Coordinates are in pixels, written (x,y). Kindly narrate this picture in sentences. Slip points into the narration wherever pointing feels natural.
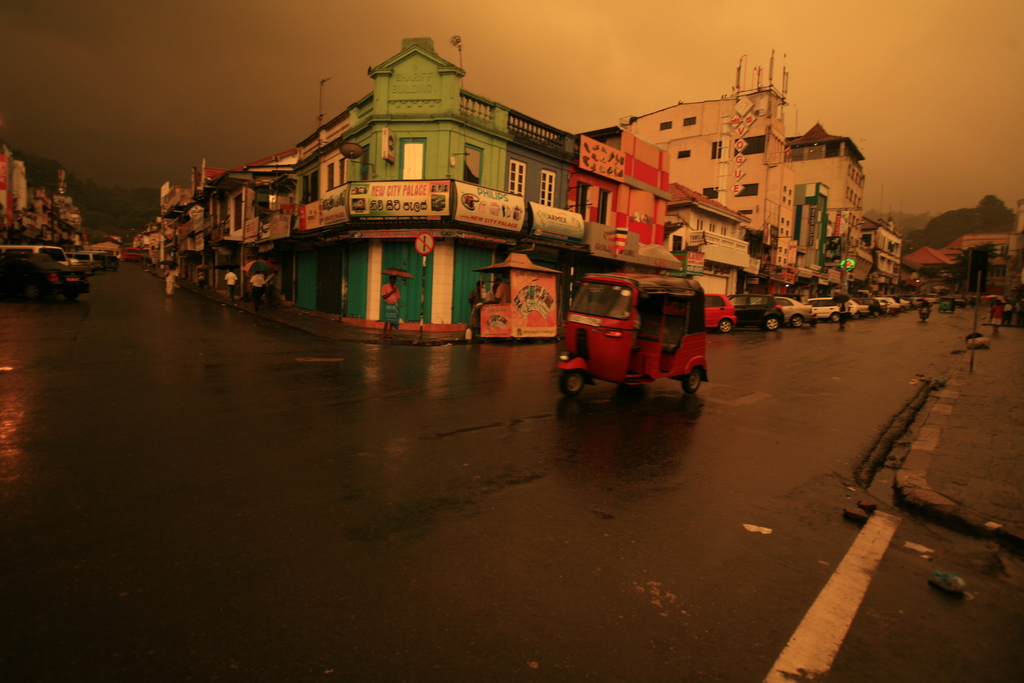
In this picture I can see few buildings (717,137) and I can see few cars (809,307) and a auto rickshaw (666,374) on the road (443,390) and I can see few people (256,300) walking holding umbrellas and I can see trees (992,231) and sky (527,109).
